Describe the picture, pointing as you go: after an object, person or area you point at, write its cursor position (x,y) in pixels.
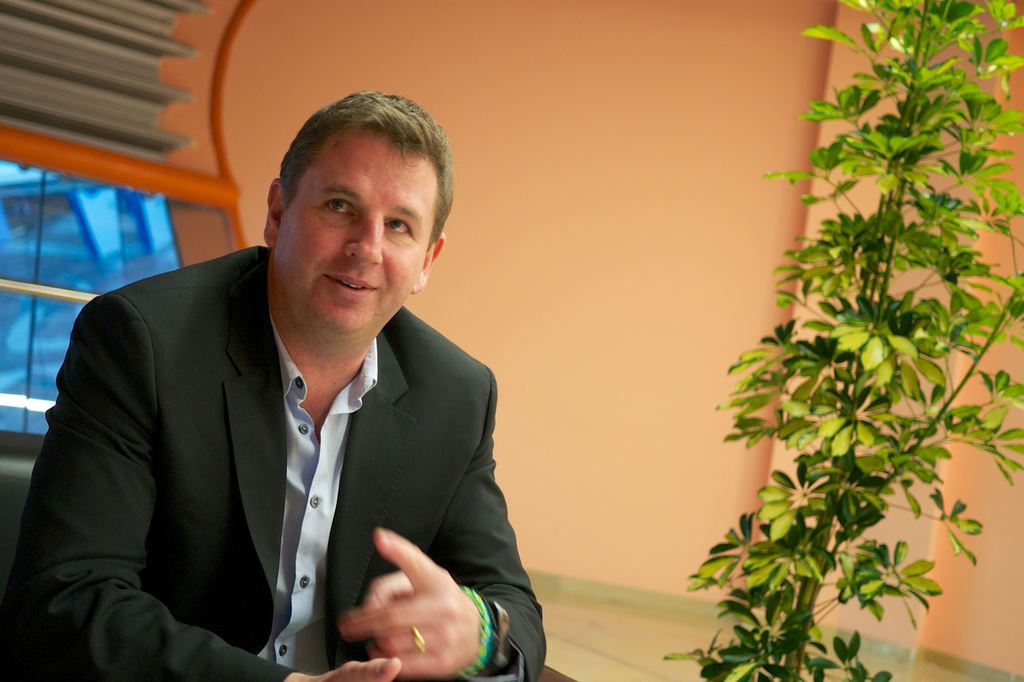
In the image I can see a person (409,478) who is wearing the suit (465,482) and sitting in front of the table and also I can see a plant (845,513) beside him.
